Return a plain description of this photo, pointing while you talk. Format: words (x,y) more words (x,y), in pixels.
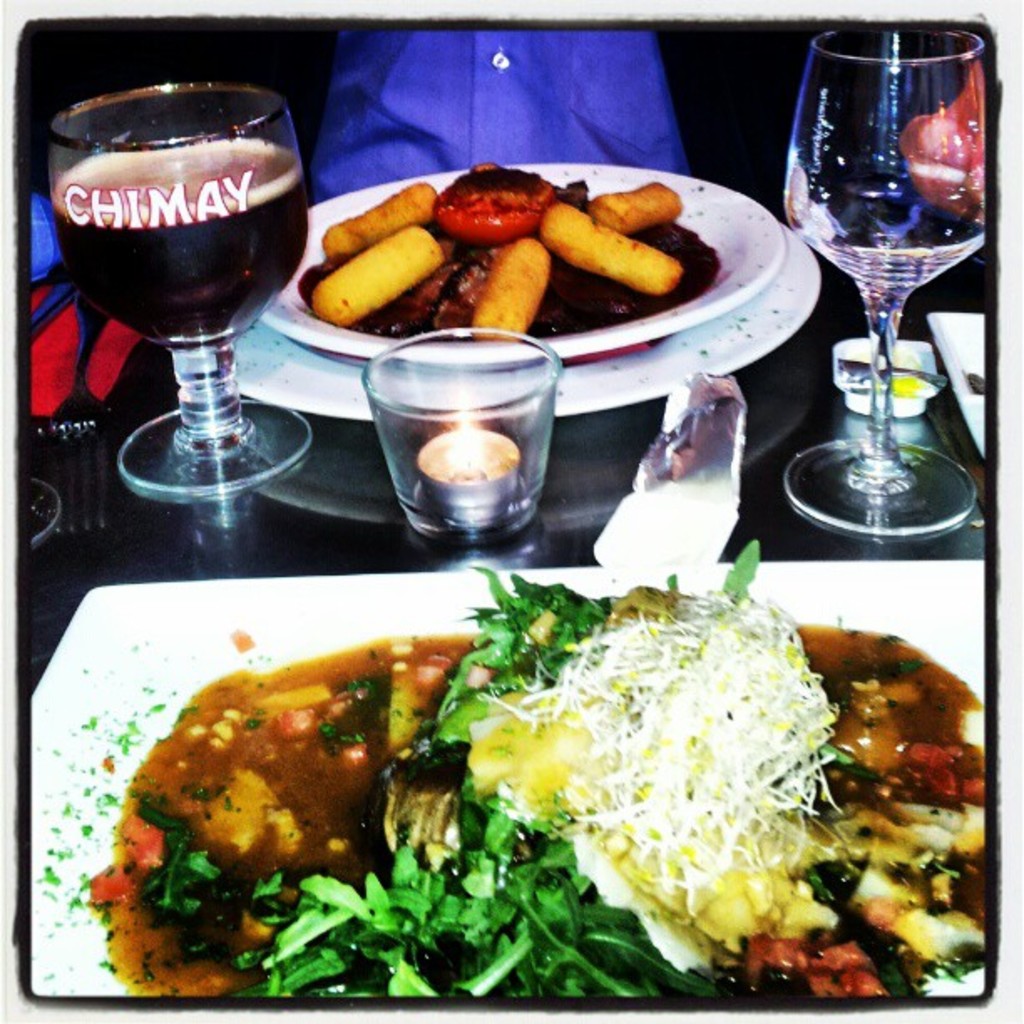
In this image I can see the table (394,563). On the table (394,563) I can see the glasses (303,444) and the plates (463,600) with food (459,754). I can see the plates (620,390) are in white color and the food (710,708) is colorful. To the side of the table (409,542) I can see the person (447,100) with blue color dress (495,111).
